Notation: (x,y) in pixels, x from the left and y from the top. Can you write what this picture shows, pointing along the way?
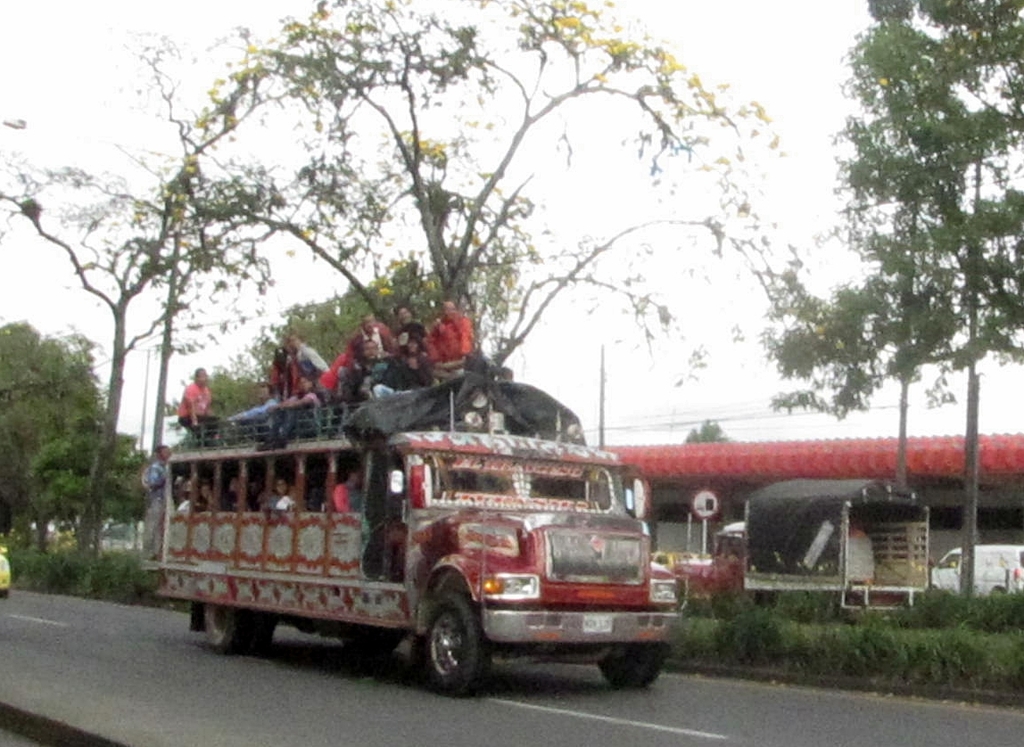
In this image there are a few people (152,470) sitting and standing on the vehicle (389,456) which is moving on the road (531,665), behind this vehicle (186,565) there is a car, beside the road (769,698) there are a few plants (799,595), trees (85,441), sign boards (707,495) and few vehicles (776,523) are parked in front of the building (705,473). In the background (715,188) there is the sky (735,266).
